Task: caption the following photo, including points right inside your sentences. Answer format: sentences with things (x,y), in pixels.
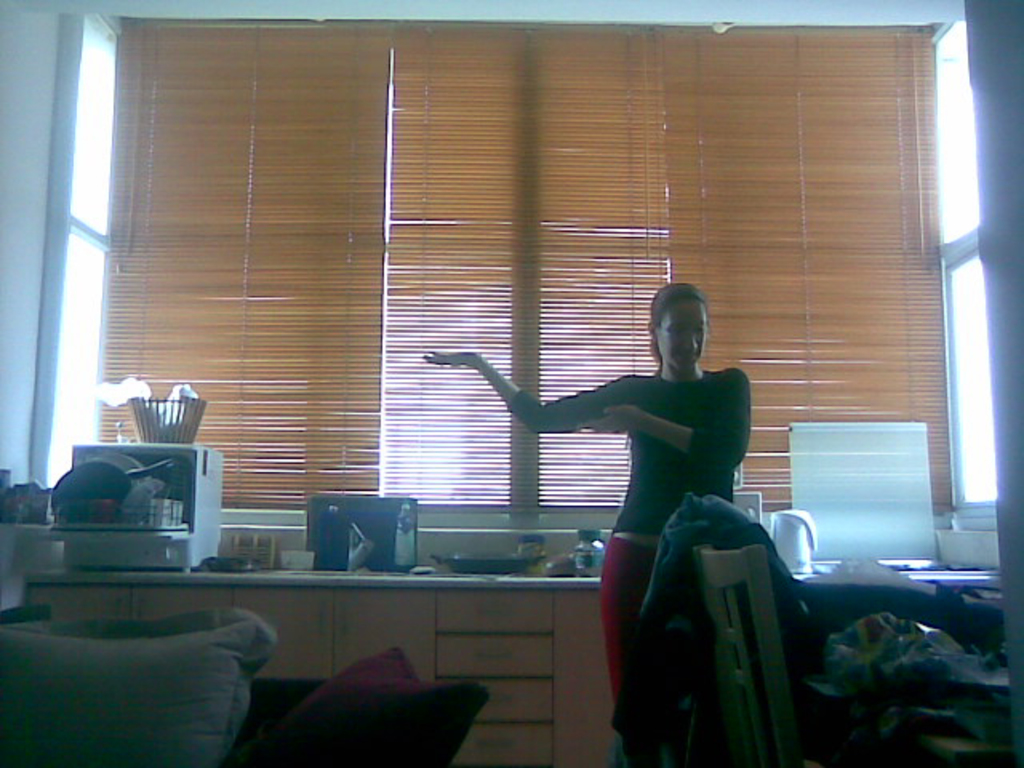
In this image I can see a person (663,496) standing. There is a cabinet (331,648), there are utensils (113,494), there are windows (477,143) with window blinds (551,222) and there are pillows (366,720). Also there is a chair (787,682), table (841,651) and there are some other objects (688,684).
